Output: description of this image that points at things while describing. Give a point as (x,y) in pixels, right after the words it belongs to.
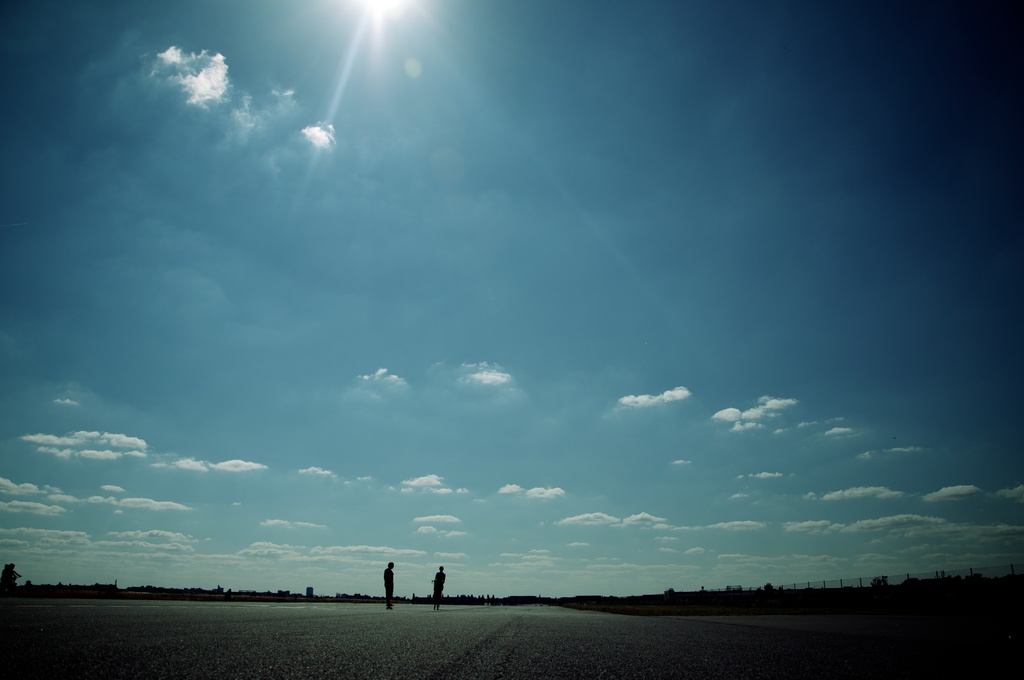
This is the picture of a road (383,613). In this image there are two persons (390,564) standing on the road (448,633). At the back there are trees (934,588). On the right side of the image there is a fence (866,580). At the top (604,169) there is sky (516,297) and there are clouds (755,415). At the bottom (446,652) there is a road (457,646).
